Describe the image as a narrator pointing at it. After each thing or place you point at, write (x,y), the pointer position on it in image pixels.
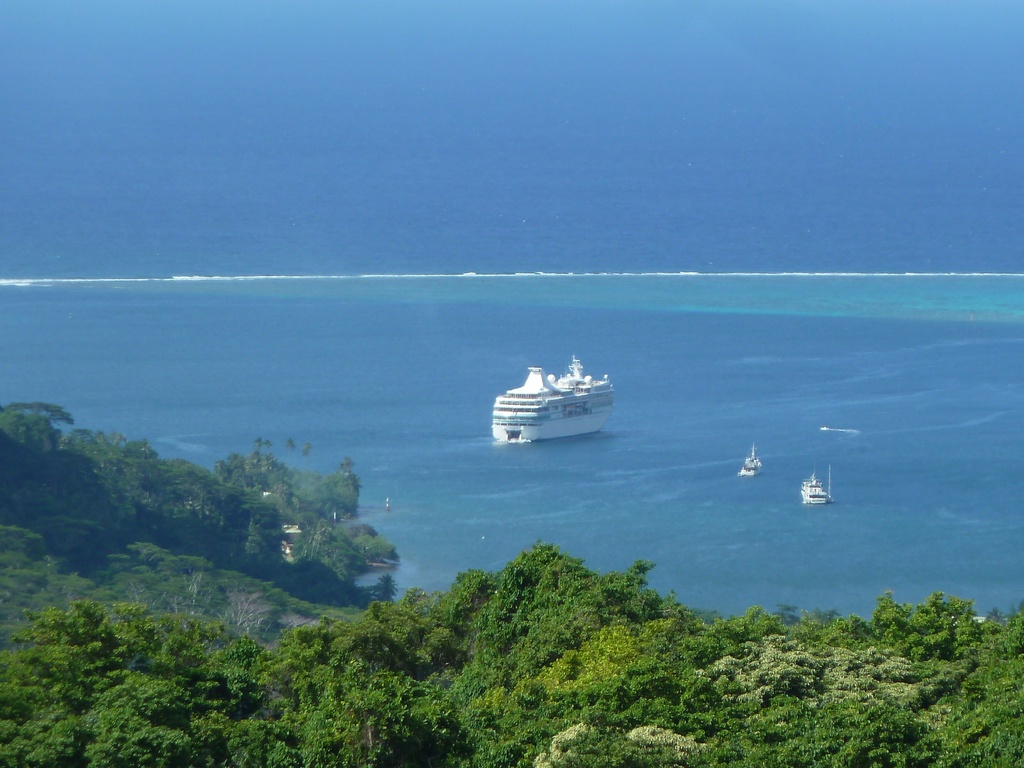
In the foreground of the picture (998,757) I can see the trees (314,734). In the background (601,562), I can see the ocean (640,260) and there are ships (586,417) in the water (595,461).
